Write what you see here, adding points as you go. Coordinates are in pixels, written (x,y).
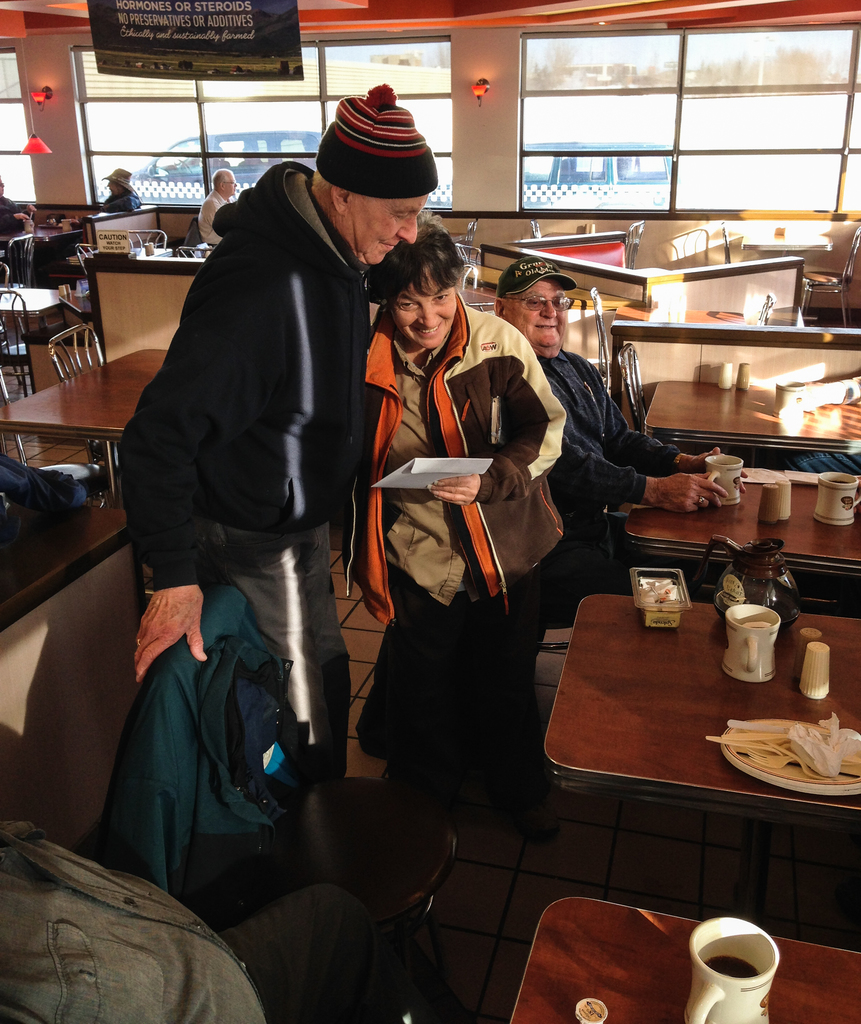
There are two persons (363,379) standing in front of a table (643,677) which has some objects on it and there is another person (581,400) sitting behind them, In background (606,167) there are cars (644,177).
